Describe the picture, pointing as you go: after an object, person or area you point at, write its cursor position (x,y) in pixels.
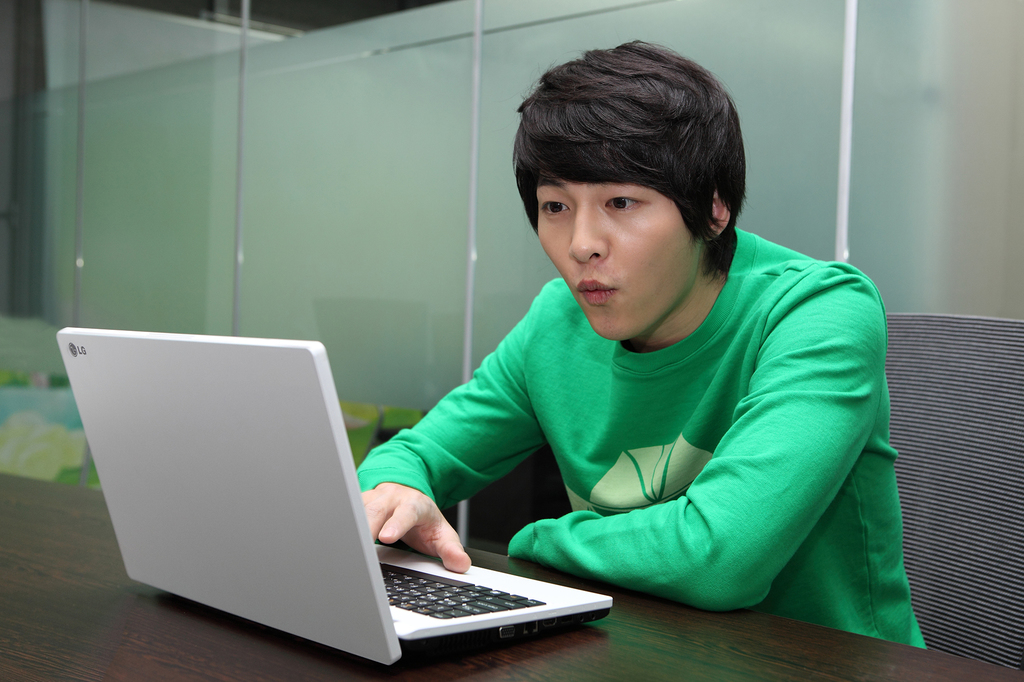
In the center of the image (633,384) we can see a man (692,414) sitting, before him there is a table (15,499) and there is a laptop (225,549) placed on the table (163,628). In the background (101,241) there is a glass wall (404,93).
